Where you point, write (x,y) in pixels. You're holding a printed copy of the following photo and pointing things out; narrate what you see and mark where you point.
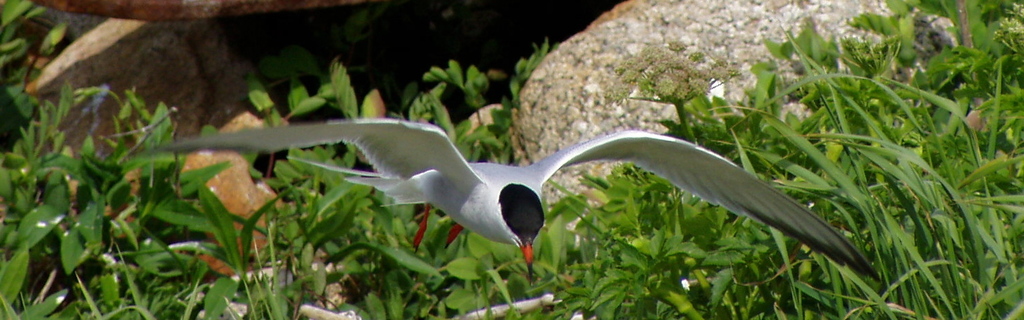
In this image I can see few green color plants (705,222), rocks (194,121) and the bird (489,173) is flying in the air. The bird (518,213) is in white and black color.
